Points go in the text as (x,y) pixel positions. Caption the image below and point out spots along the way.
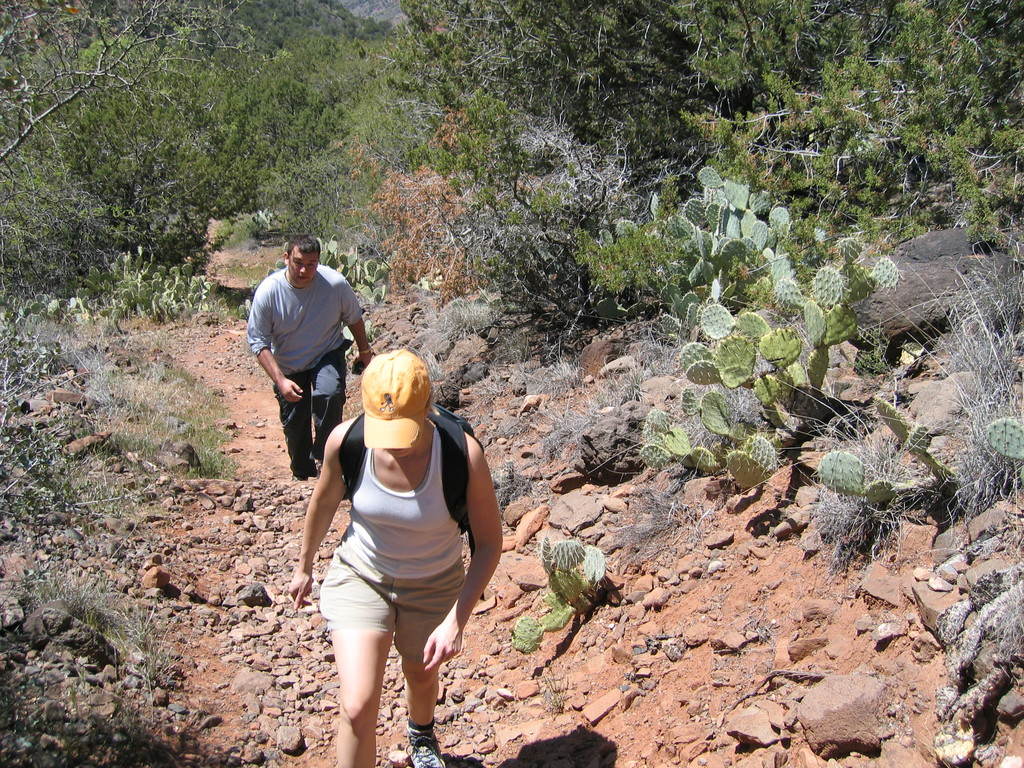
Here in this picture we can see a couple of people (313,390) climbing over a place (287,552) and the woman (387,471) in the front (390,460) is wearing a cap (397,412) and bag (351,471) on her and beside them on either side we can see plants (673,175) and trees (636,174) present all over there.
